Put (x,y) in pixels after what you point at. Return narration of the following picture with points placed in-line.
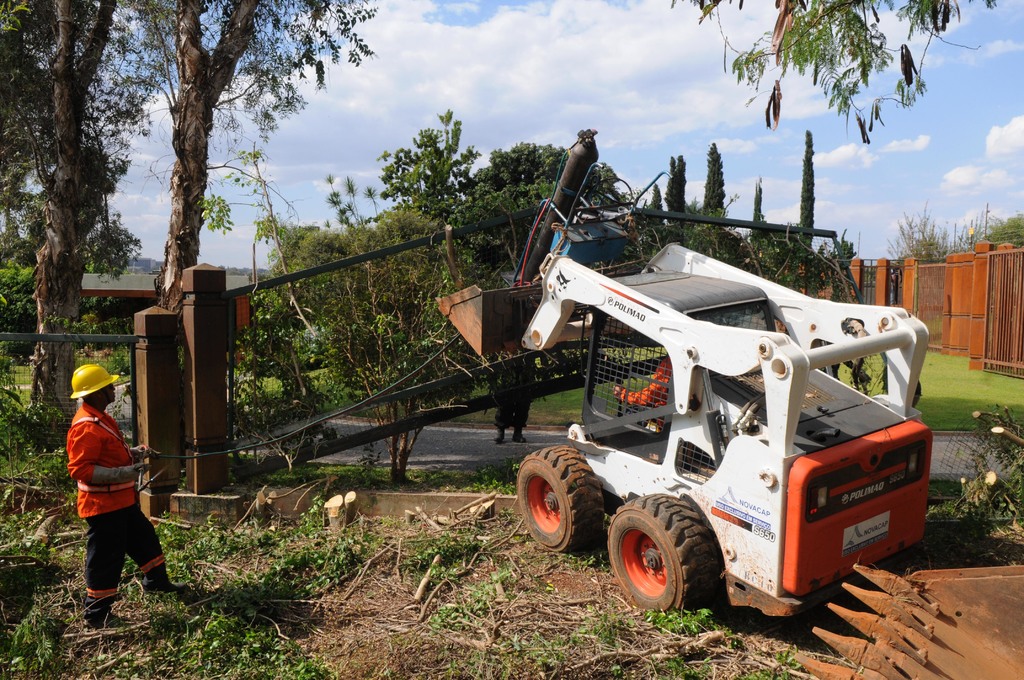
In this picture we can see a person (664,403) is sitting in a vehicle (647,421). In front of the vehicle (594,419), there are legs (512,413) of a person (504,403), trees (489,249) and the sky (604,73). On the left side of the image (98,548), a man (96,568) is standing on the ground (78,618). On the right side of the image (904,282), there is the fence (924,281).
